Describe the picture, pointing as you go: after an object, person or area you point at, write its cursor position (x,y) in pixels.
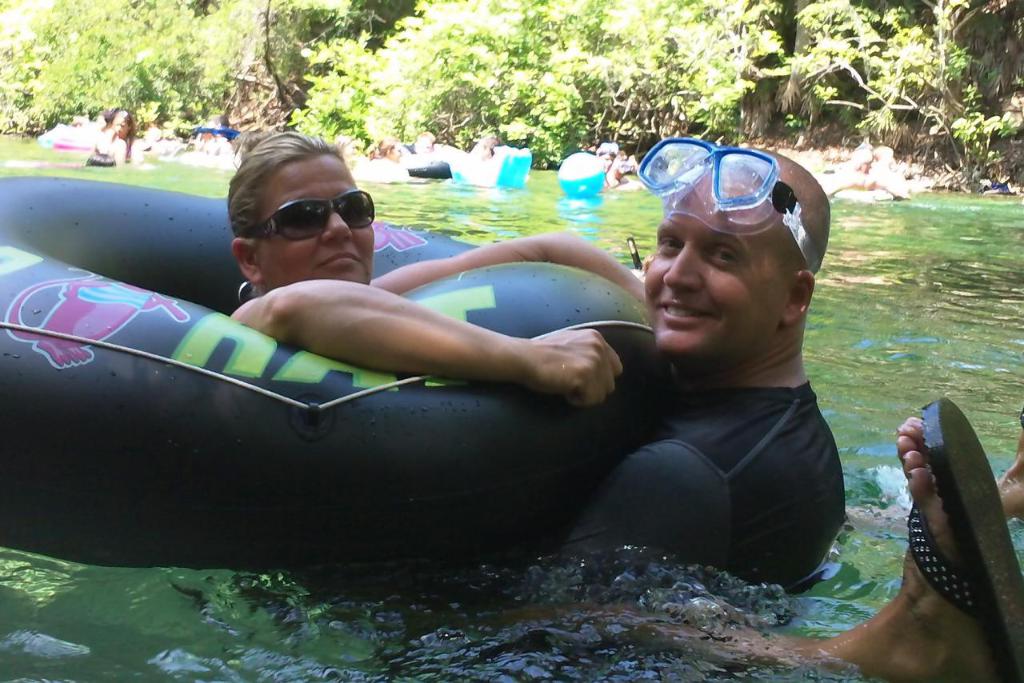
In this picture we can see the man (739,400) and woman (404,365) in the water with black color tube (104,333), smiling and giving pose to the camera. Behind there are some trees (428,70).
